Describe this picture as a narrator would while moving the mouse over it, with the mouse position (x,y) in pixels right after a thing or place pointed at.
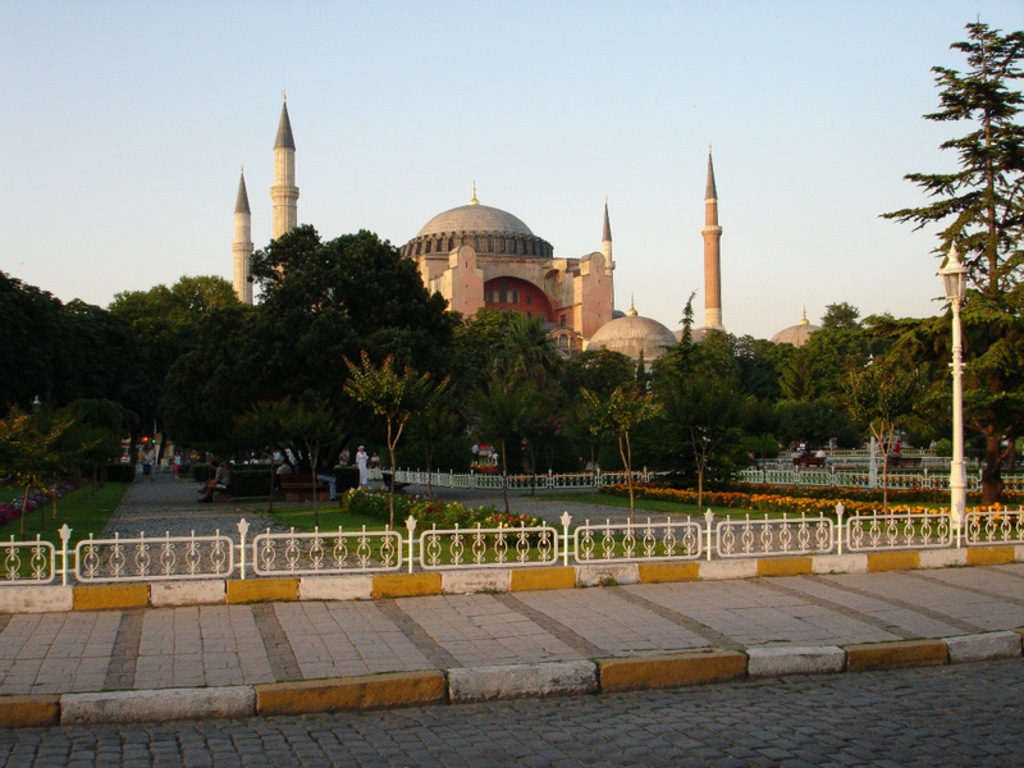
In this picture there are trees (449,402) in the center (354,343) and in the background (466,261) there is a building (517,293). On the right side (953,458) there is a pole (959,403) which is white in colour and there is a fence (477,563) in the front (581,544). There is grass (63,511) on the ground (75,507) which is on the left side (110,507) and there are persons (362,469) sitting and standing.
